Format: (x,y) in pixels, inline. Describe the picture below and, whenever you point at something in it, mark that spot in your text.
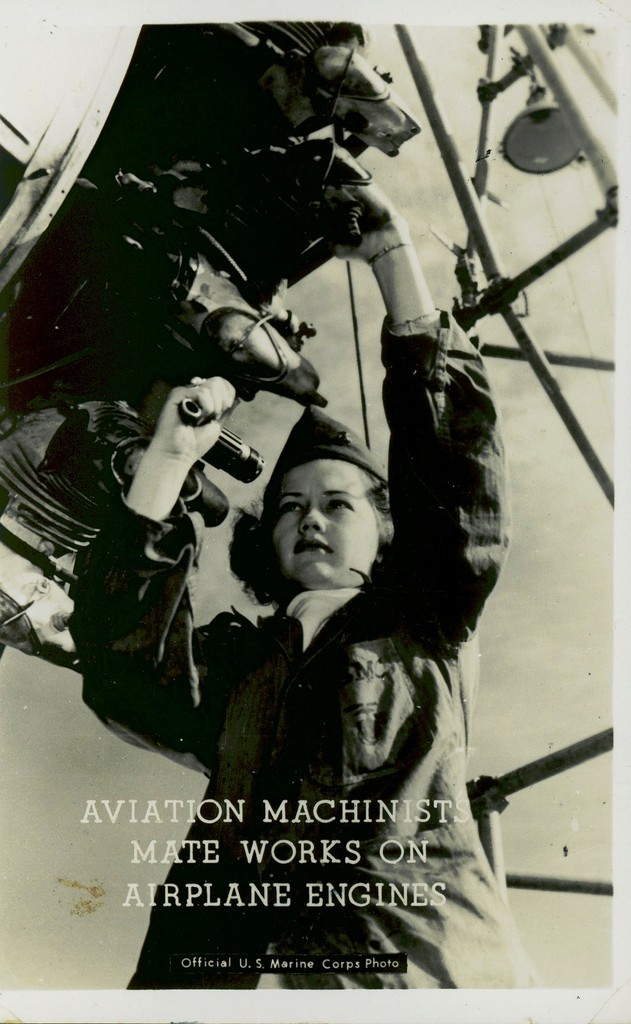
In the image a woman (411,617) is standing and holding something in her hands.
